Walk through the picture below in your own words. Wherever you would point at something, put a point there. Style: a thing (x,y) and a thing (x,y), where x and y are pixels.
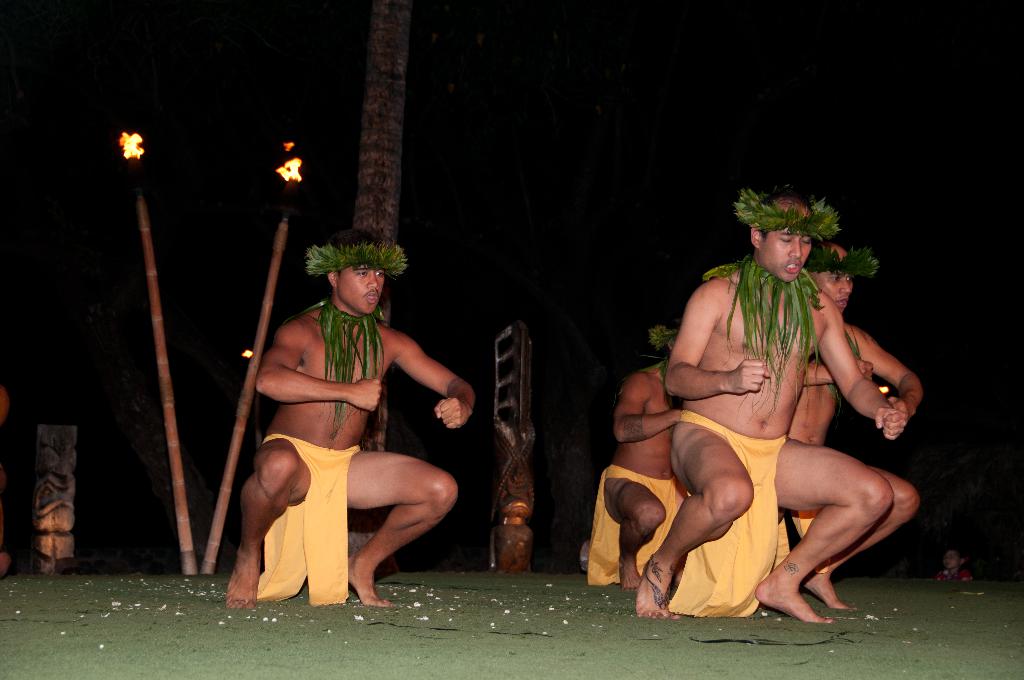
In this picture we can see four men (774,479) who are dancing on the stage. In the back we can see the stick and wall (136,570).
